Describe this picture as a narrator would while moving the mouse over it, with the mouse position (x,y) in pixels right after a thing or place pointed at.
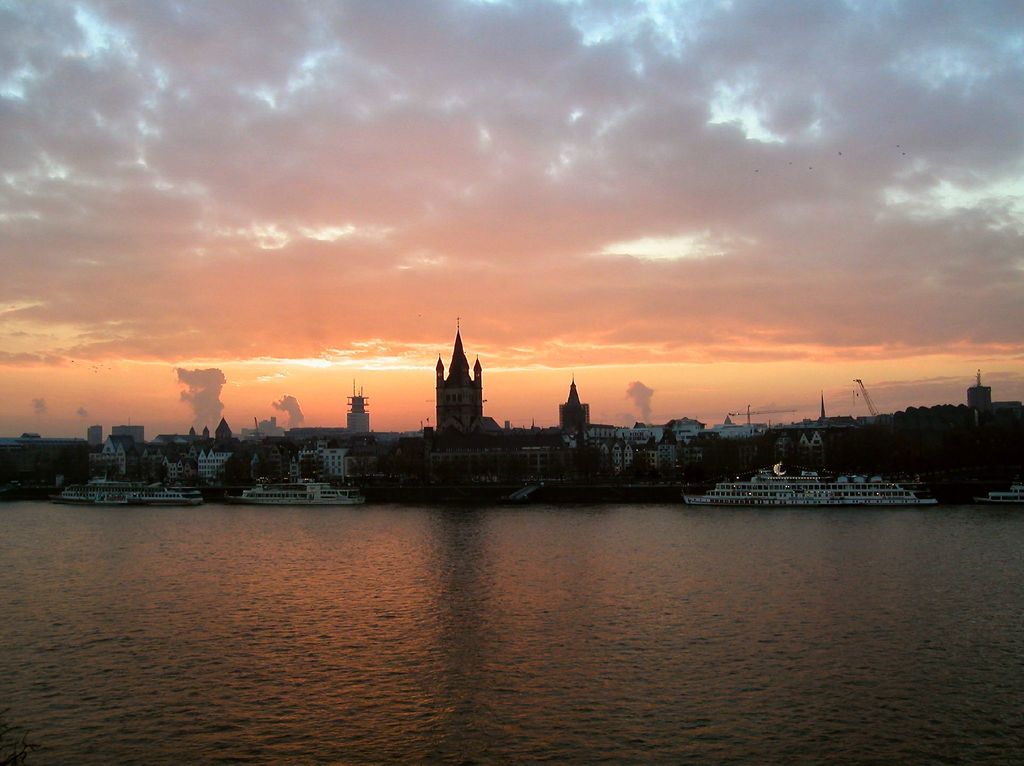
In this image, I can see four cruise ships (329,504) on the water (535,569). These are the buildings (444,466) and the trees (516,472). I can see the clouds (530,232) in the sky (628,235).
